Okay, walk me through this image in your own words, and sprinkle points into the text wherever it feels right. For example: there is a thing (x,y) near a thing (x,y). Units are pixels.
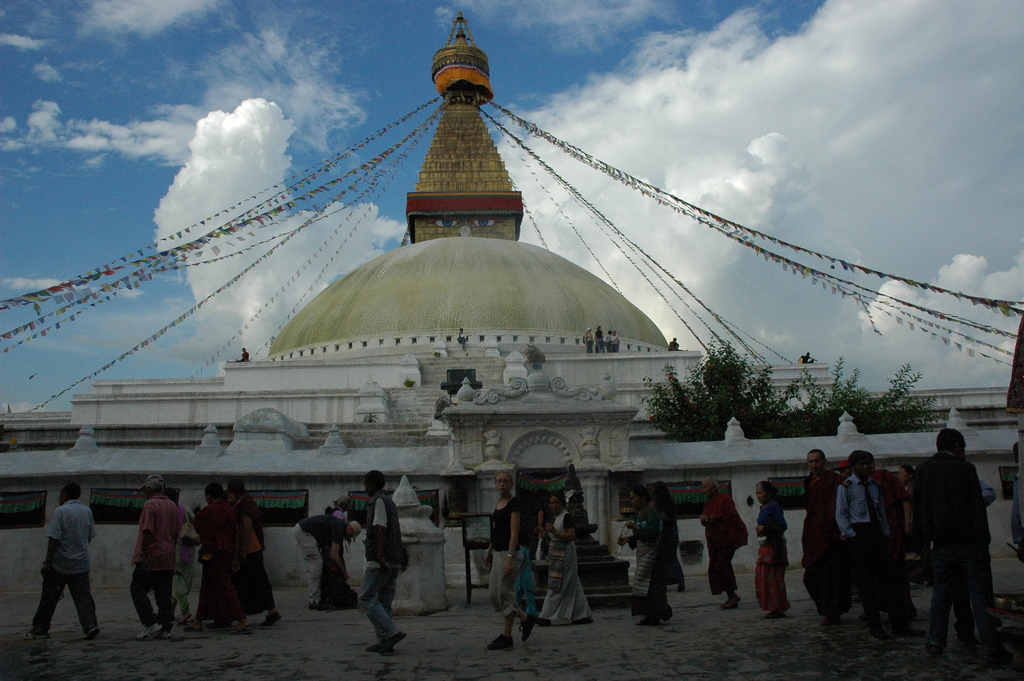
In this image we can see a building (447,344) and people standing on the building (500,342). In addition to this we can see people (233,577) standing on the floor (703,604), trees (695,399), decors (343,187) and sky (177,284) with clouds (810,156).
